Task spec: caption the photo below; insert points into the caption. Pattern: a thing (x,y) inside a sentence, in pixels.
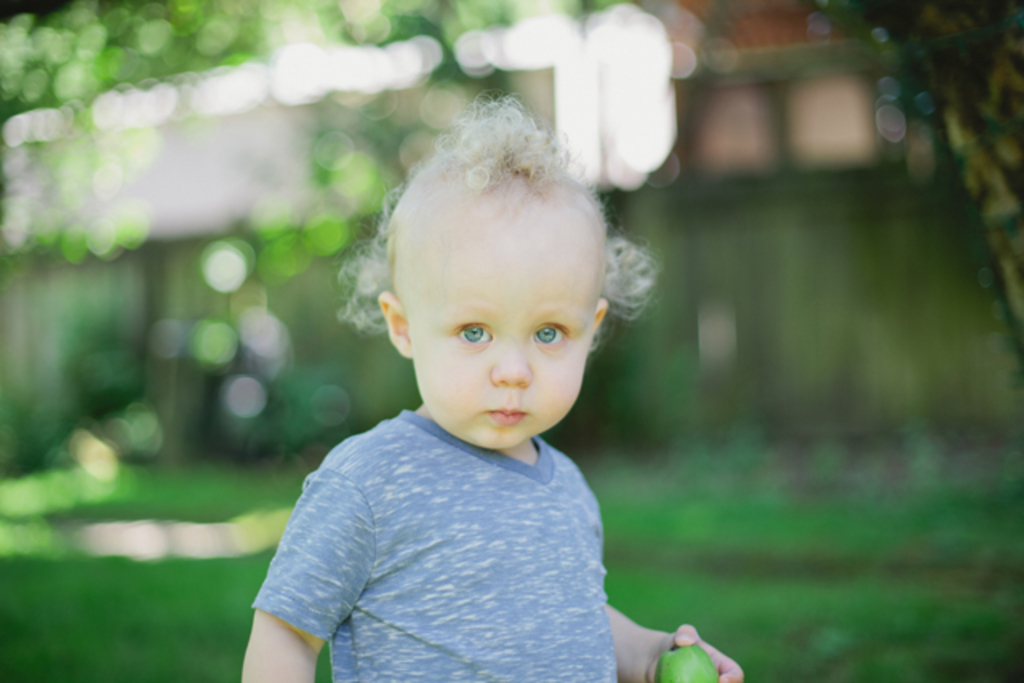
In this image there is one kid (595,621) is holding a fruit (672,658) as we can see in the bottom of this image (685,651).
